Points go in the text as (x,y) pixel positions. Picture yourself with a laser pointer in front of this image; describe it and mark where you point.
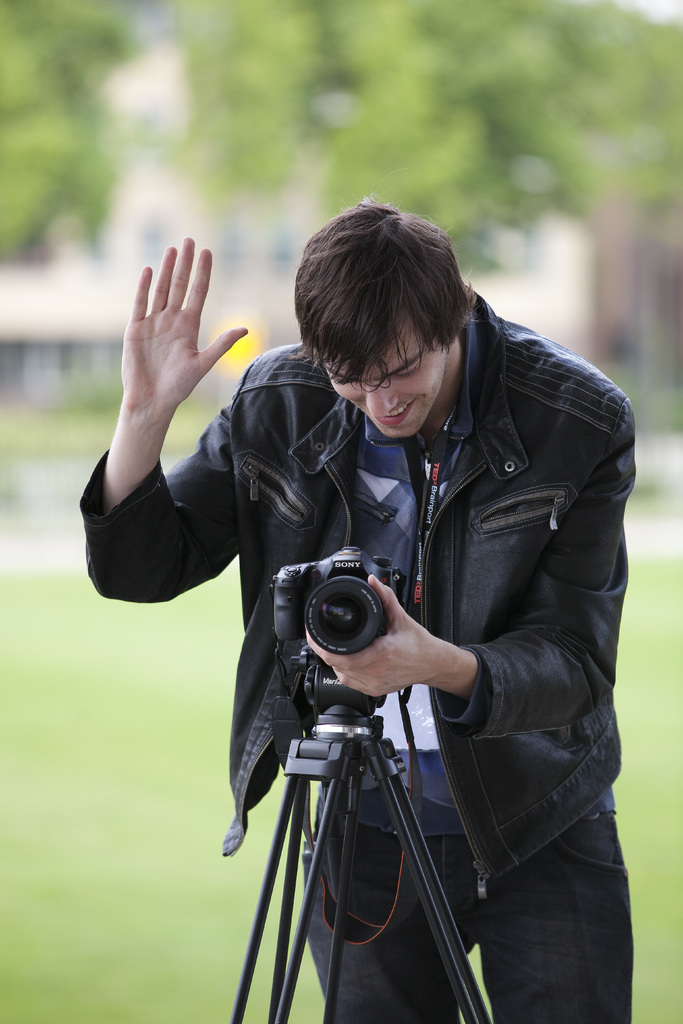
In this image we can see a person (349,667) holding a camera (367,612) attached to the stand (316,752) and a blur background (302,90).
